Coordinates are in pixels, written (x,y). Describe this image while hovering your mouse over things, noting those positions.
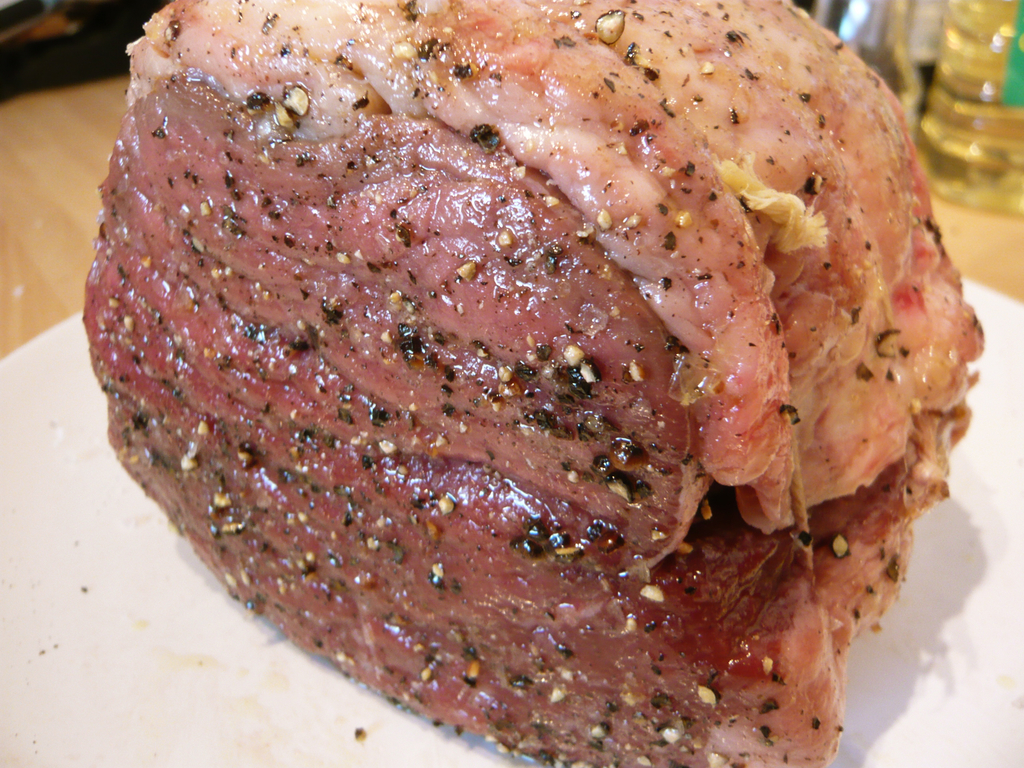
In this image I can see meat (658,324) which is placed on a plate (179,685). This plate (58,509) is placed on a table (61,206). Along with the plate (968,288) I can see few bottles (948,50).
